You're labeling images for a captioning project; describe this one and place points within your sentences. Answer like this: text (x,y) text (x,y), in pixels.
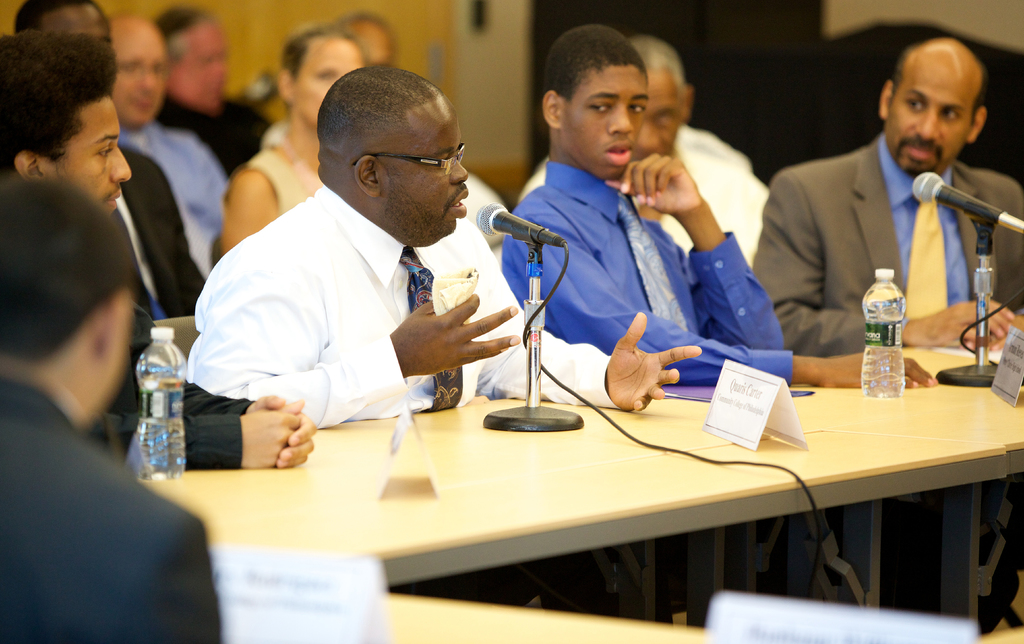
In this image we can see persons (322,238) sitting on the chairs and tables (313,458) are placed in front of them. On the tables (190,479) there are name plates (726,370), disposable bottles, mics (541,362) and electric cables (750,465).
